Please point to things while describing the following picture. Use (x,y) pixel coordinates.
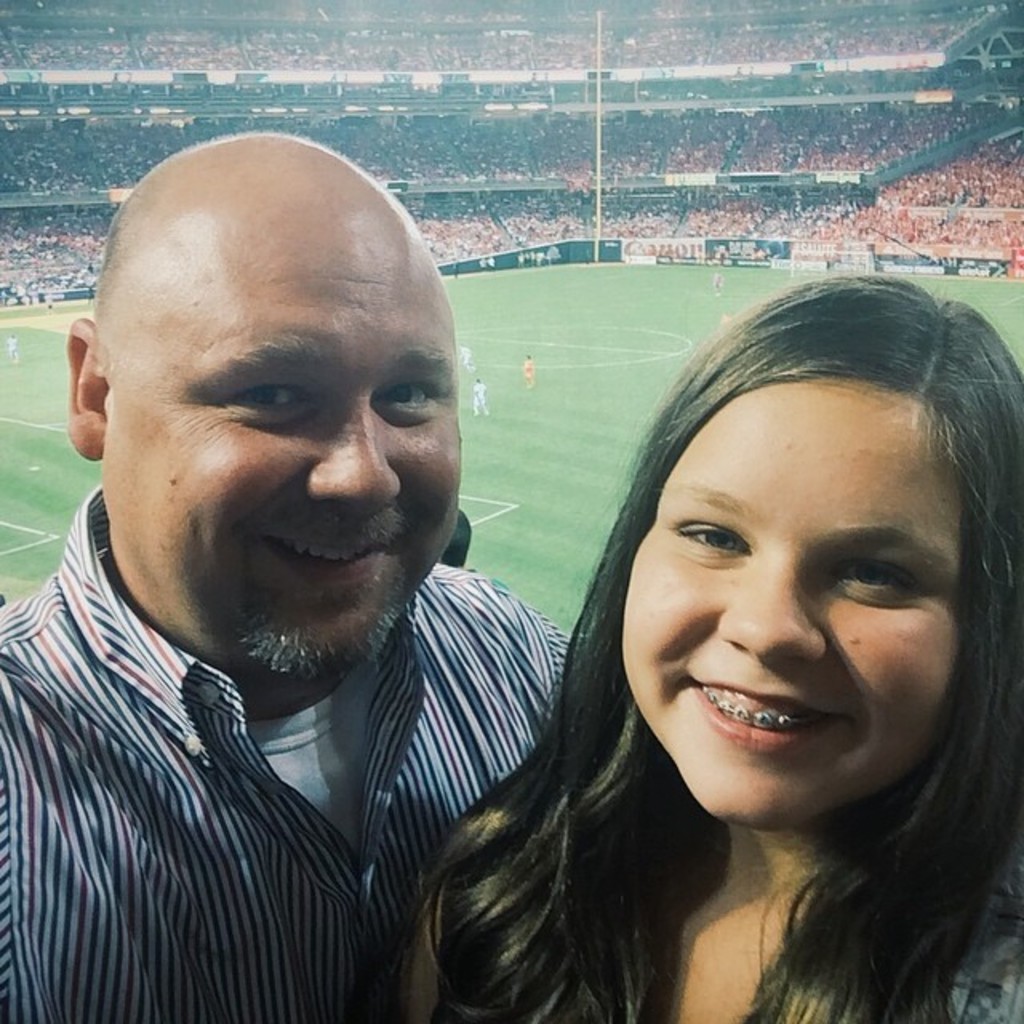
In this image I can see two people (432,618) smiling. In the background (546,539) I can see few people (485,396) are on the ground (550,381). To the side of these people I can see the boards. And there are many people (478,25) in the stadium (110,63).
